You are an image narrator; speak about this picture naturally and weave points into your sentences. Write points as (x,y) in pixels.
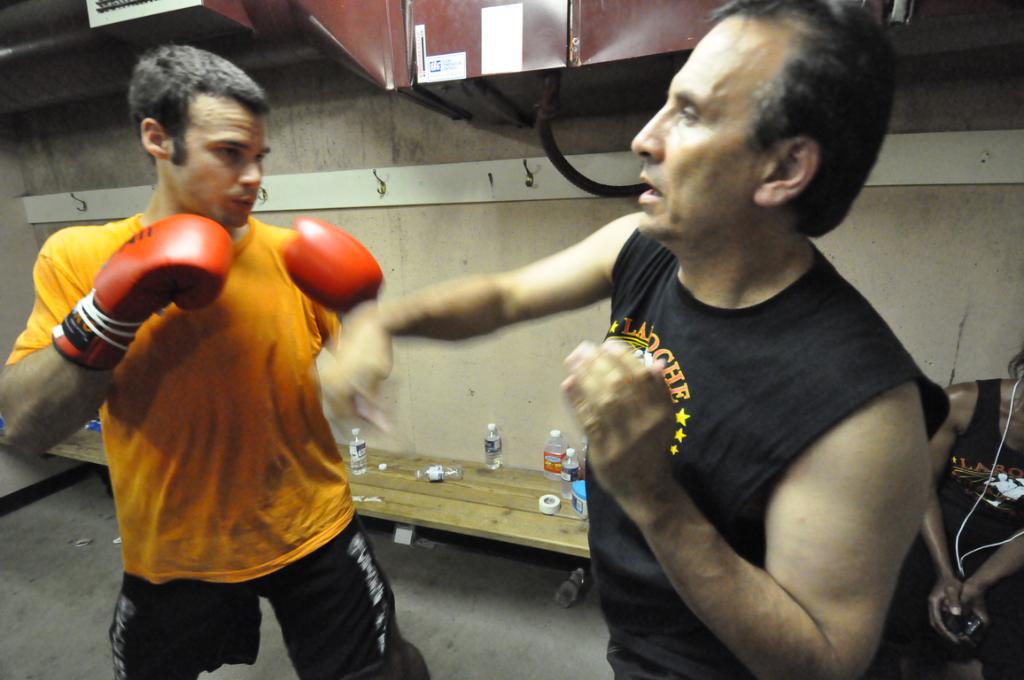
In this image we can see two people (225,447) standing on the ground (434,551). In that a man (181,424) is wearing the boxing gloves (166,302). On the backside (503,530) we can see a table (523,503) containing some bottles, a tape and a person (924,580) wearing the headset (960,538) holding a device (966,632). On the backside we can some hooks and a hose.
